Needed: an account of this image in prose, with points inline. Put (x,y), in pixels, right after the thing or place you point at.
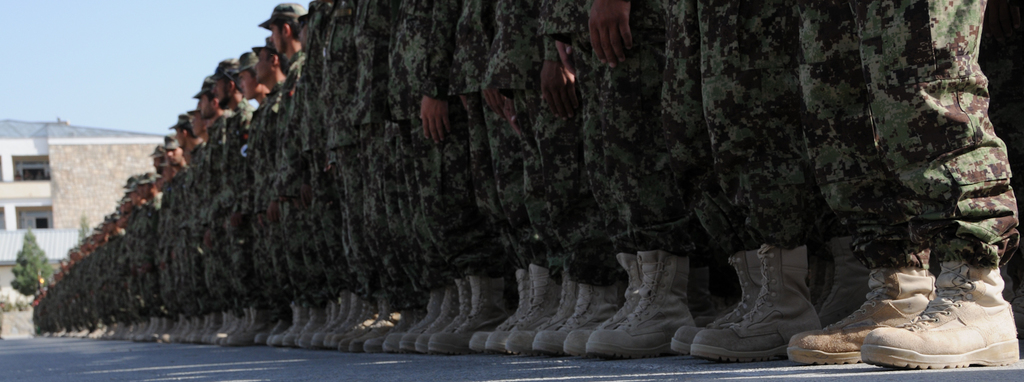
In this image we can see the people (551,169) wearing the military uniform (818,193) and also shoes (868,306) and standing on the road (207,359). On the left (52,211) we can see the building (19,203), trees (29,257) and also the sky (126,62).
